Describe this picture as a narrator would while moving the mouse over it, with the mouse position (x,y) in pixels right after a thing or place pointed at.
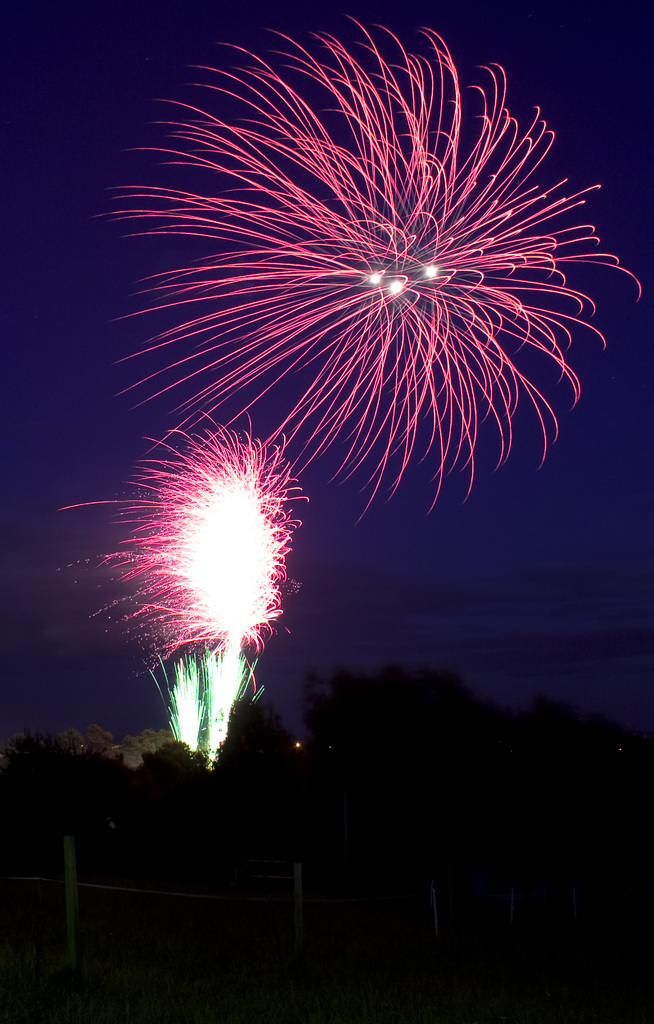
Sparkles (193,696) are in the sky (273,657). Bottom of the image (300,809) we can see trees (376,734).
